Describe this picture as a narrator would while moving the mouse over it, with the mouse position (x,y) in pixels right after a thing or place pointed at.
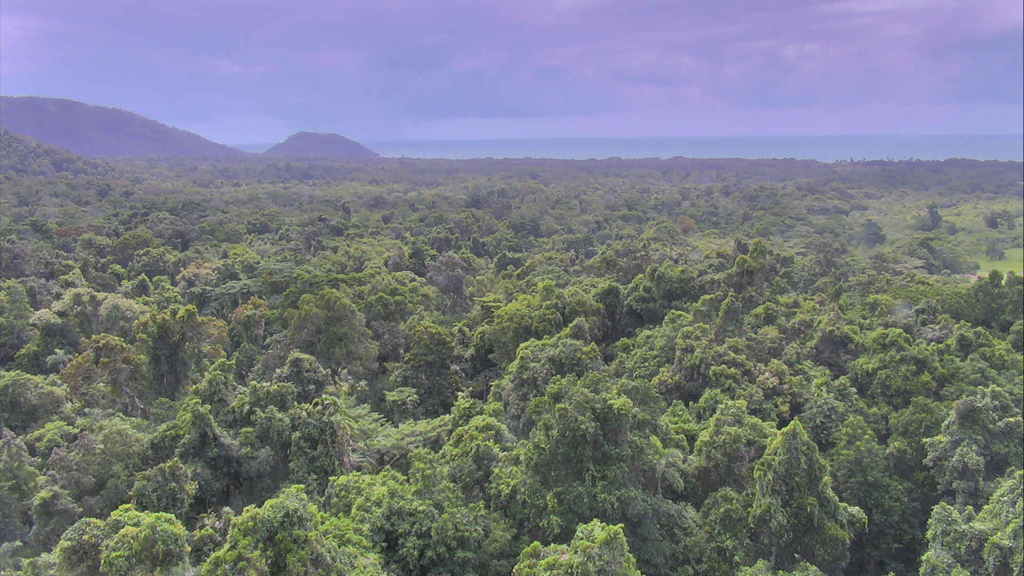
In this image we can see trees (298,288), in the background of the image (110,132) there are mountains (293,149).
